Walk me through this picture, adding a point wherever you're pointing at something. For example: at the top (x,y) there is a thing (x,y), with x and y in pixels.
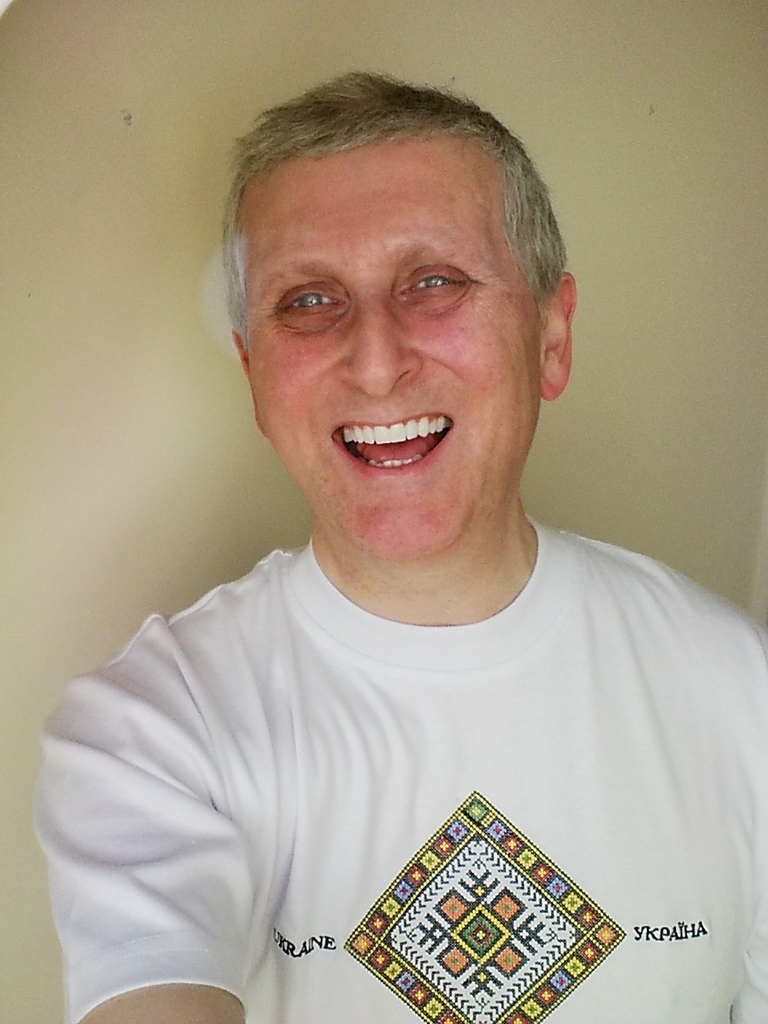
In the image there is a man (322,983) with white t-shirt (380,906). On the t-shirt (488,871) there is a design (485,883) and something written on it. And he is smiling. Behind him there is a wall (766,209).
